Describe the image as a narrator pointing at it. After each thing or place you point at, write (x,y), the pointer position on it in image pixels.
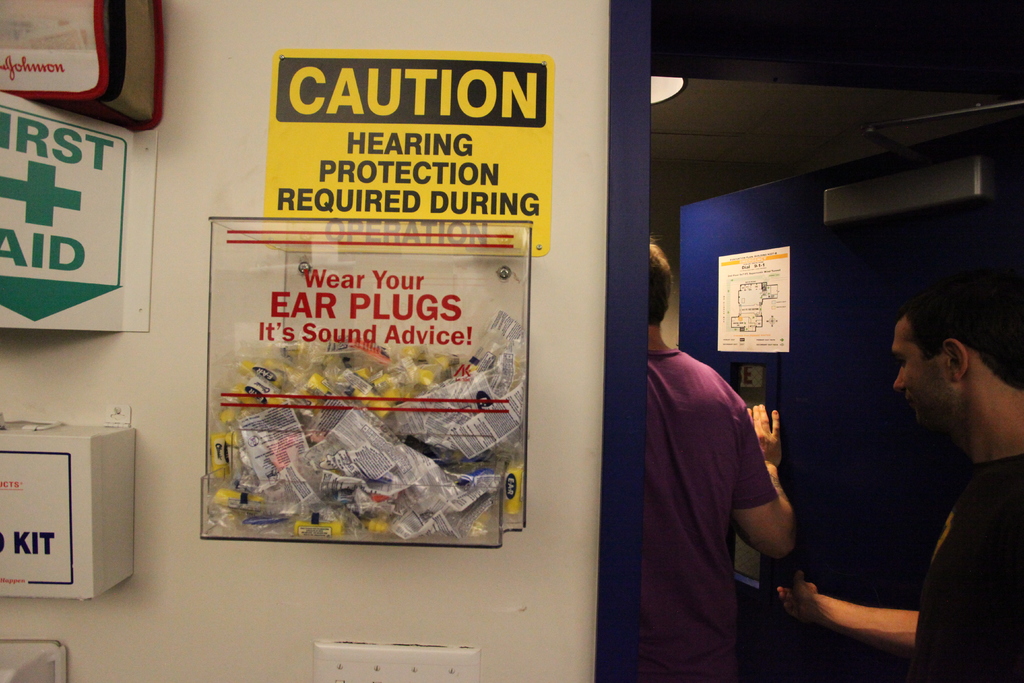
In the foreground of this image (364,187), there is a caution paper (397,129) pasted on the wall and a box (412,354) is under it. On right side of the image (753,497), there are two persons (751,478) walking through the door (702,354) and on left (47,534), there are few first aid kits (62,533).
